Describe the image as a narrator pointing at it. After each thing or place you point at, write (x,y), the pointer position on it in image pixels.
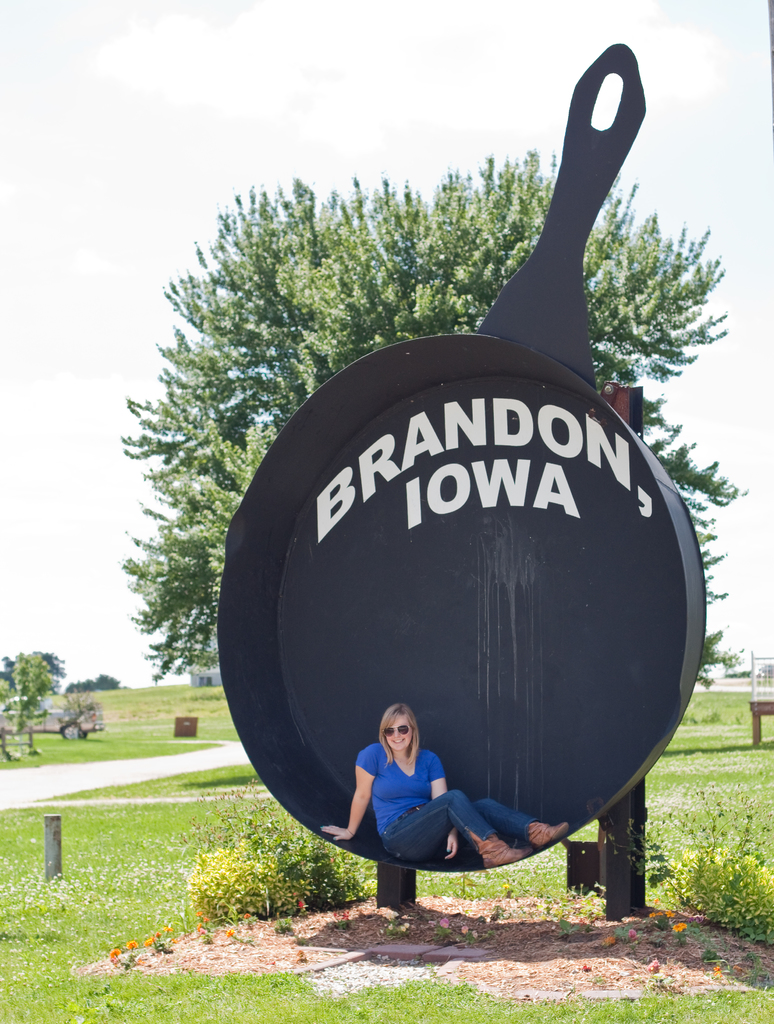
In the image there is a monument (508,510) in the shape of a frying pan (462,673) and a woman (436,813) is sitting on that and posing, behind that monument (265,607) that is a tree (360,305) and around the tree (355,295) there is a lot of grass (155,983).
